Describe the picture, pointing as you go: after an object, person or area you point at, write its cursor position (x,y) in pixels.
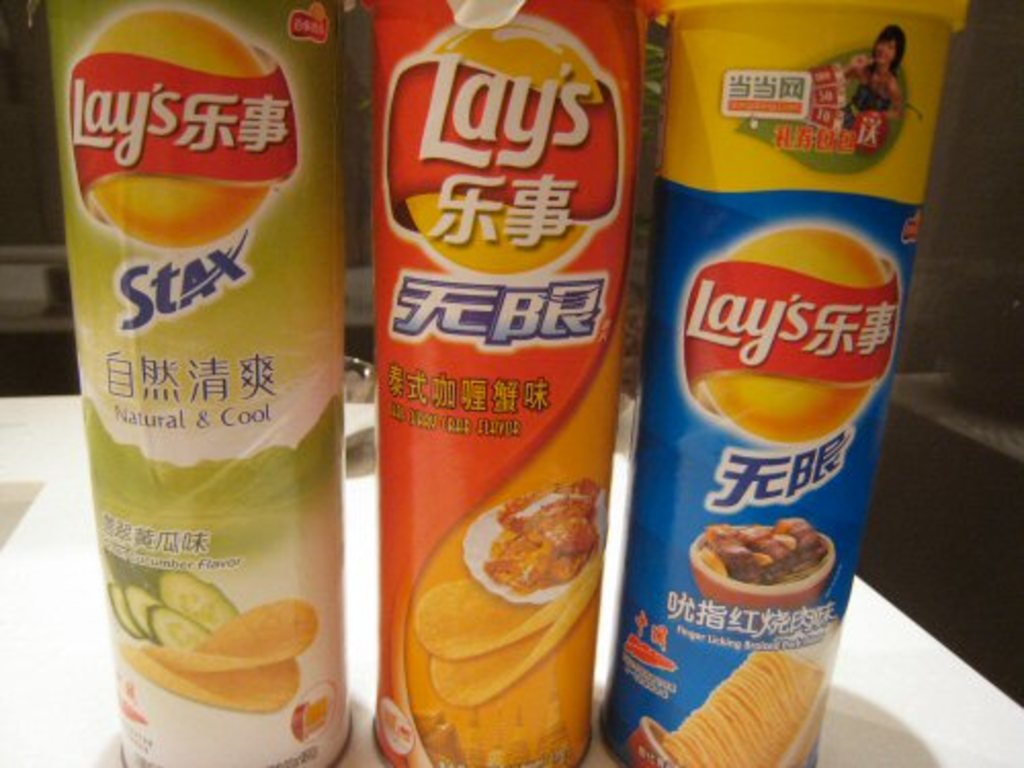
Here we can see three food item packets (525,314) which are in pipe like structure (426,463) on a table (352,486). In the background (7,103) the image is not clear but we can see objects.
